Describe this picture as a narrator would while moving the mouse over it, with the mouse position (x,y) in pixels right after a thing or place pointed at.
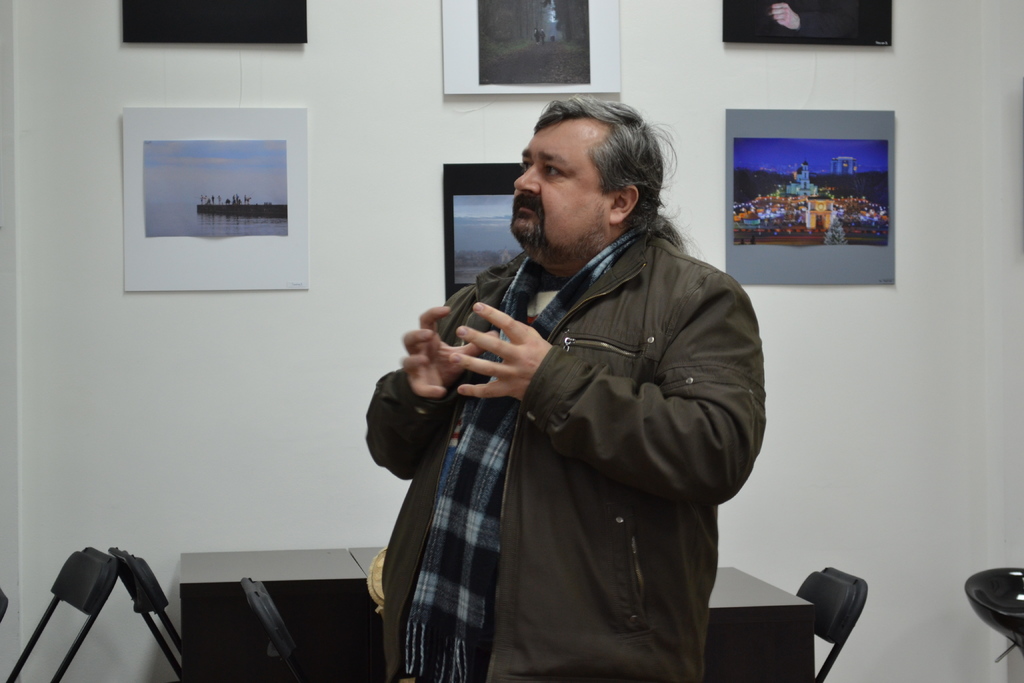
In the center of the image (498,323) there is a person (644,414) wearing a jacket (587,366). In the background of the image (446,95) there is a wall (708,74) with poster (233,231) on it. There is a table (228,583). There are chairs (89,562).
